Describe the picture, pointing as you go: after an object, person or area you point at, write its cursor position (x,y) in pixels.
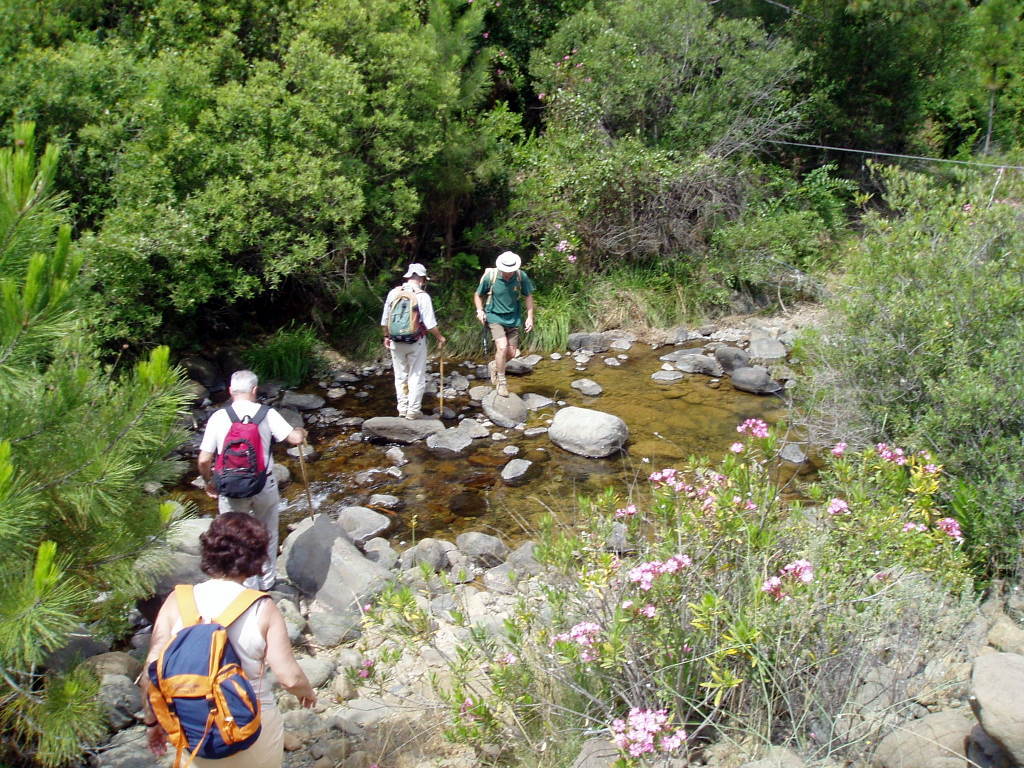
Here in this picture we can see some people (250,611) stepping on the stones (312,532), that are present in the water (394,462) over there and all of them are carrying bags (217,744) and we can see some plants (700,571) and trees (384,153) covered over there.
